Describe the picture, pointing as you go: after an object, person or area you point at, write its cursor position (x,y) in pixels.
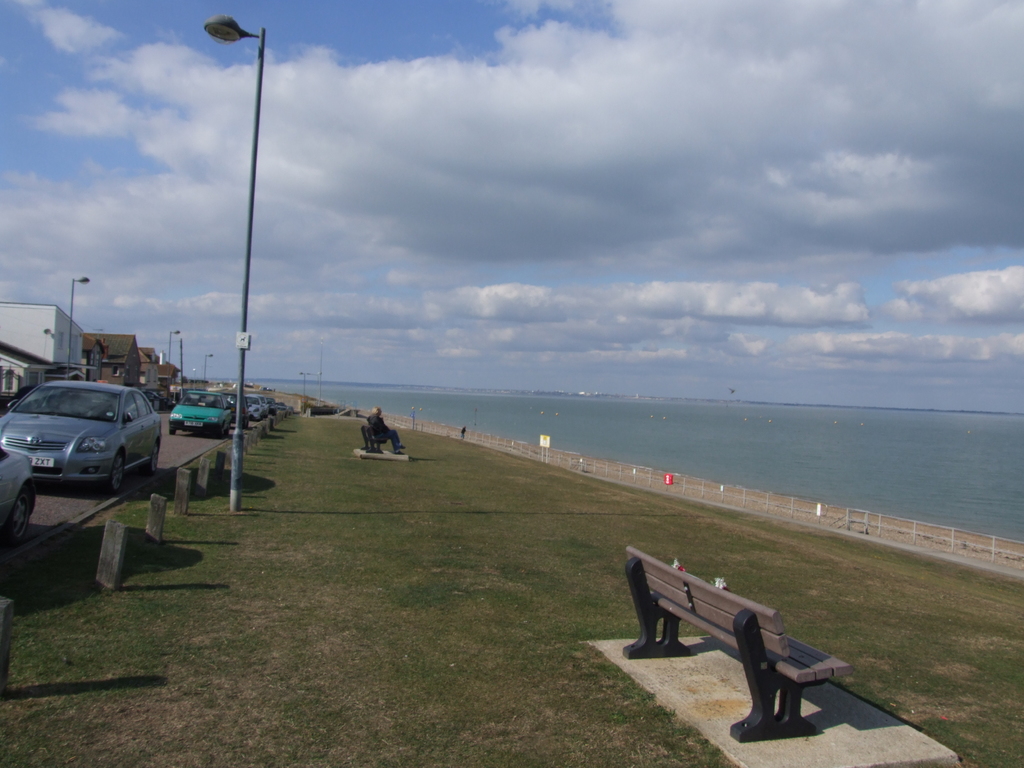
In the image we can see there are many vehicle (125,393), light pole (246,300), person (390,434) sitting on a bench (365,436), river (753,438) and cloudy sky (694,175).
